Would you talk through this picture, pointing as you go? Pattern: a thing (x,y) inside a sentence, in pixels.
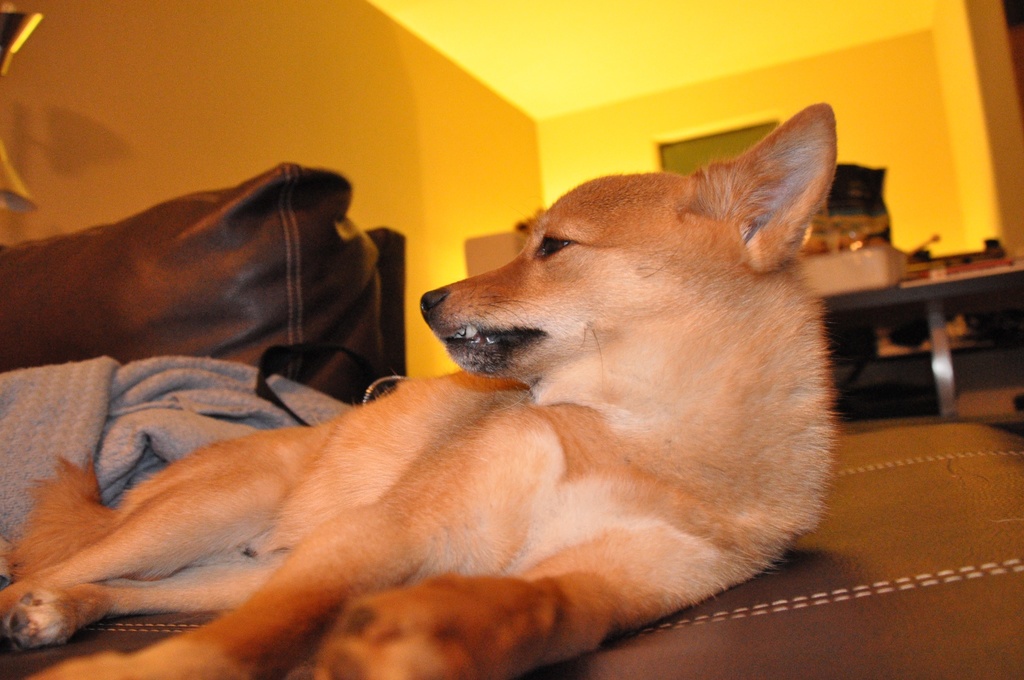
In the foreground (346,620) I can see two sofas (846,513), blanket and a dog (342,415) is lying on it. In the background (177,144) I can see a wall (311,160), lamp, door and a table (945,391) on which some objects (839,271) are placed. This image is taken may be in a room (867,120).
